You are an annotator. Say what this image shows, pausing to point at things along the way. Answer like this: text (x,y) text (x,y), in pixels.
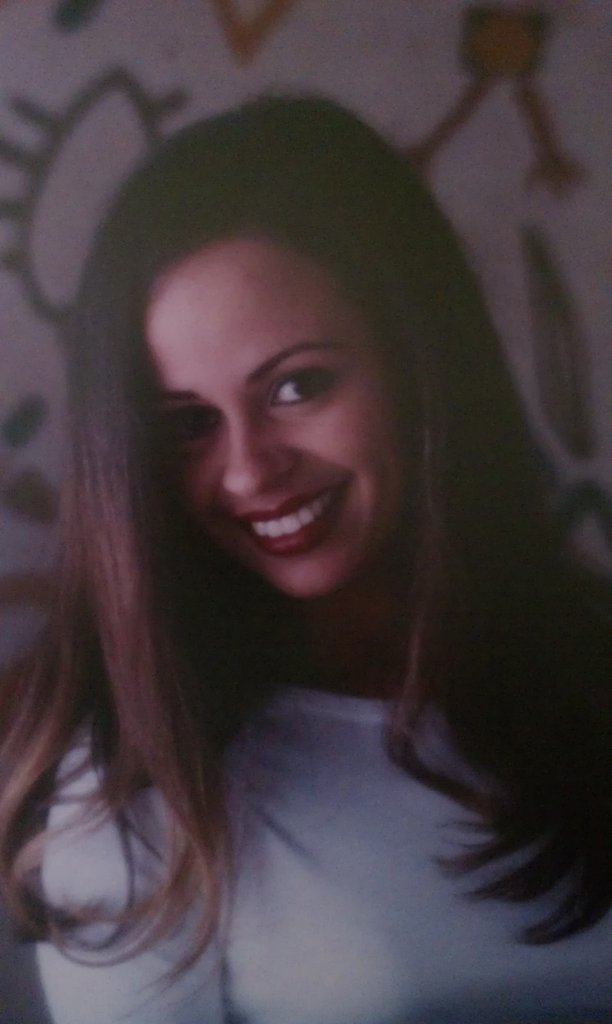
In this image there is a girl (335,701) with a smile (274,519) on her face (243,433).
